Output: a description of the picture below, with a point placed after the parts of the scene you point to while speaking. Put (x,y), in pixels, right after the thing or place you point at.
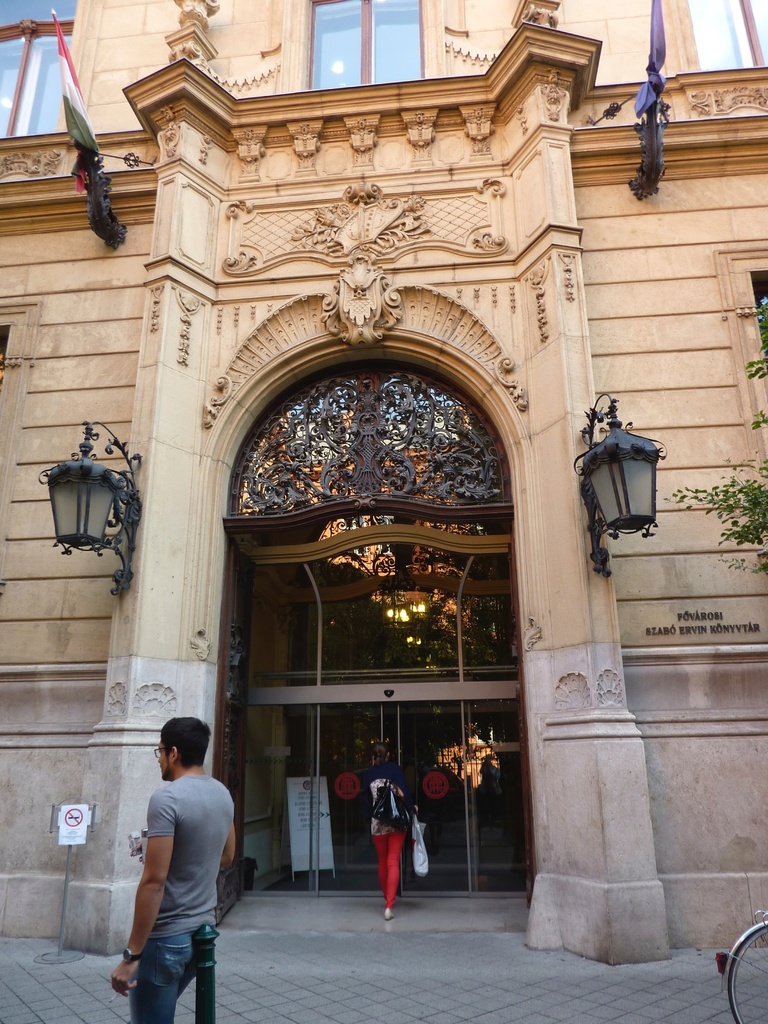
In this image we can see a building (291,496) to which there are some lamps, flags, glass doors (399,621) and there are two persons (168,927) walking through the footpath (256,996).
